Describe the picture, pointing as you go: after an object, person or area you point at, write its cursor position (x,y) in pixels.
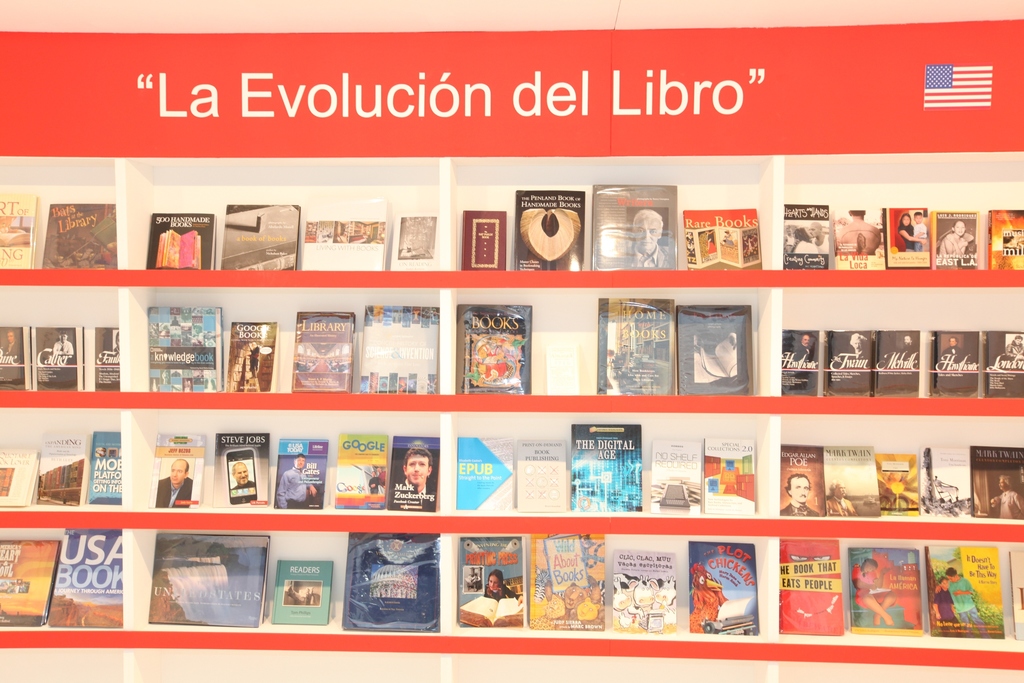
In this image we can see a group of books (413,248) which are placed in an order in the shelves (231,395). On the top of the image (303,111) we can see some text (396,88) and the picture of a flag (957,100).
